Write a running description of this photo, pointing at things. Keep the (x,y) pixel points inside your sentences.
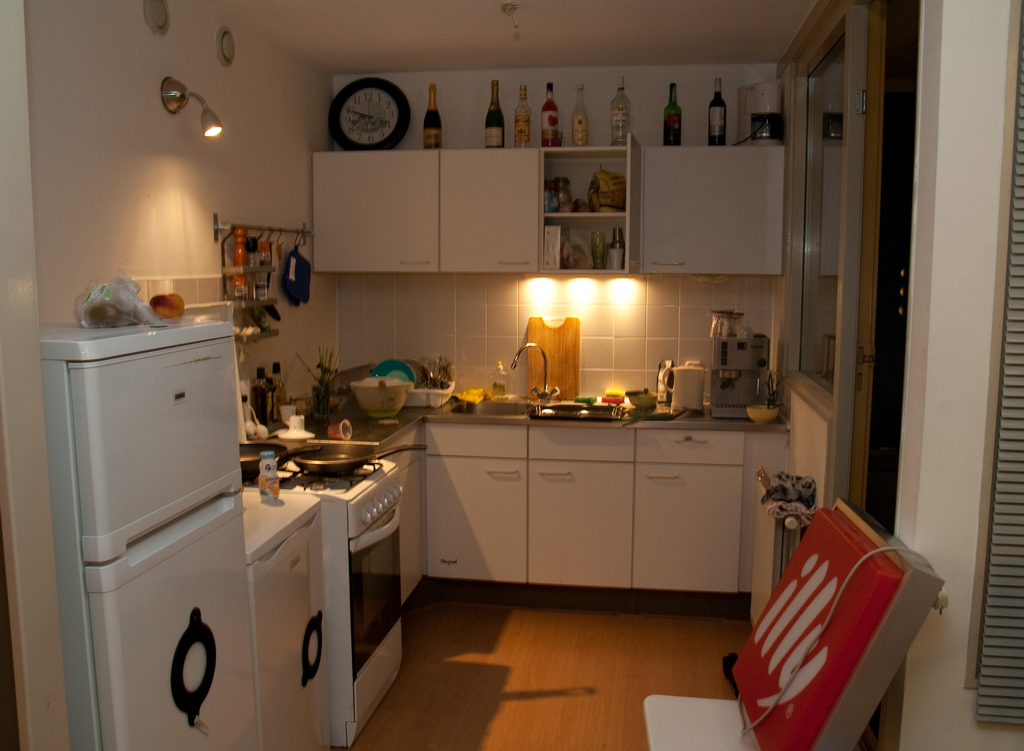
This is an inside view of a kitchen (543,693). On the left side (159,491) there is a refrigerator (142,509). On the right side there is a door (907,218) to the wall (947,299). Beside the wall (939,640) there is an object (864,652). In the background (726,508) there are few table cabinets (421,483). On the table (489,416) many bowls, a tap (540,383), cutting board (556,355) and many other objects (247,446) are placed. At the top of it there are cupboards (435,209) in which few objects (575,240) are placed. on the cupboards (507,166) there are few bottles (435,121) and a clock (365,111). There are few lights (208,128).
